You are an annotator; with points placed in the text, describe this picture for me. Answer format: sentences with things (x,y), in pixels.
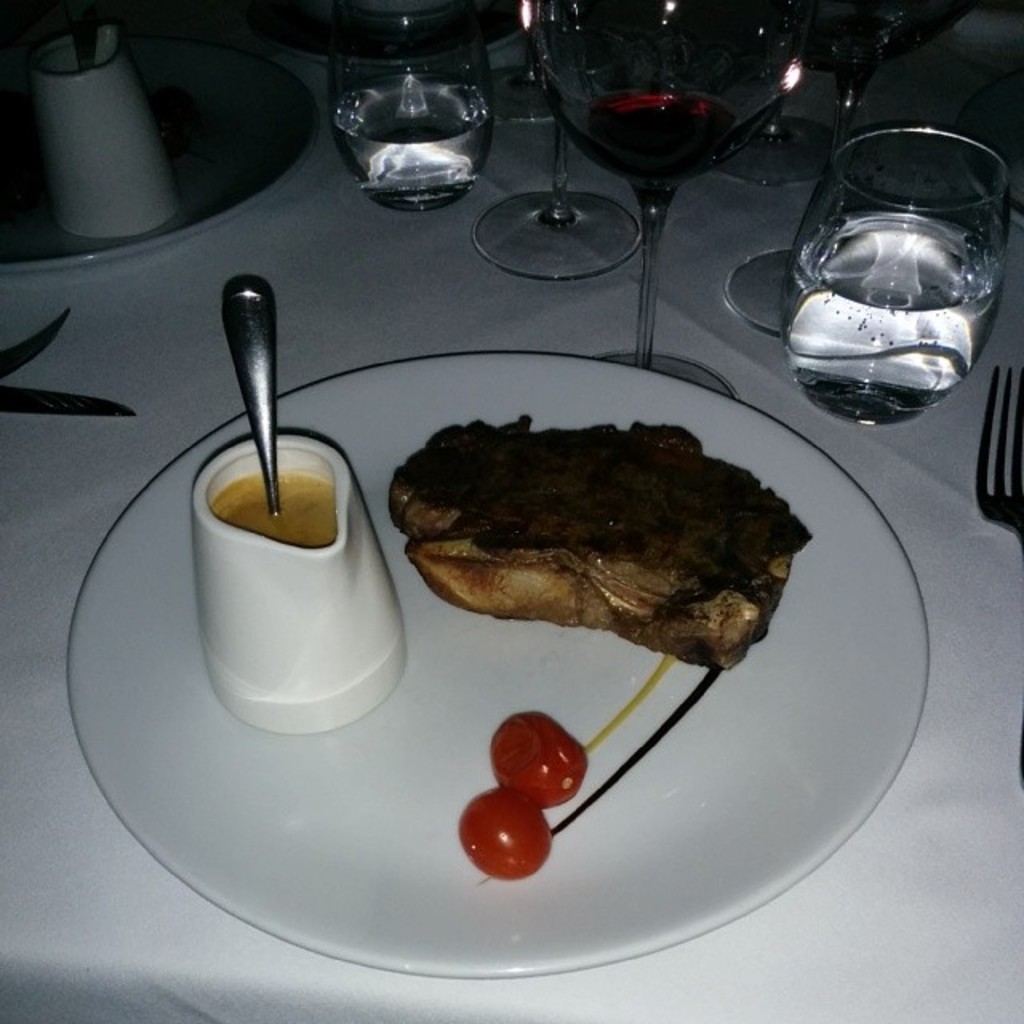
On the table (918,959) I can see the plates (328,426), water glasses (992,295), wine glasses (648,62), fork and other objects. In a white plate (141,818) I can see the jar (293,607), spoon (268,450), meat (518,565), tomatoes (535,782) and other object (657,740).
